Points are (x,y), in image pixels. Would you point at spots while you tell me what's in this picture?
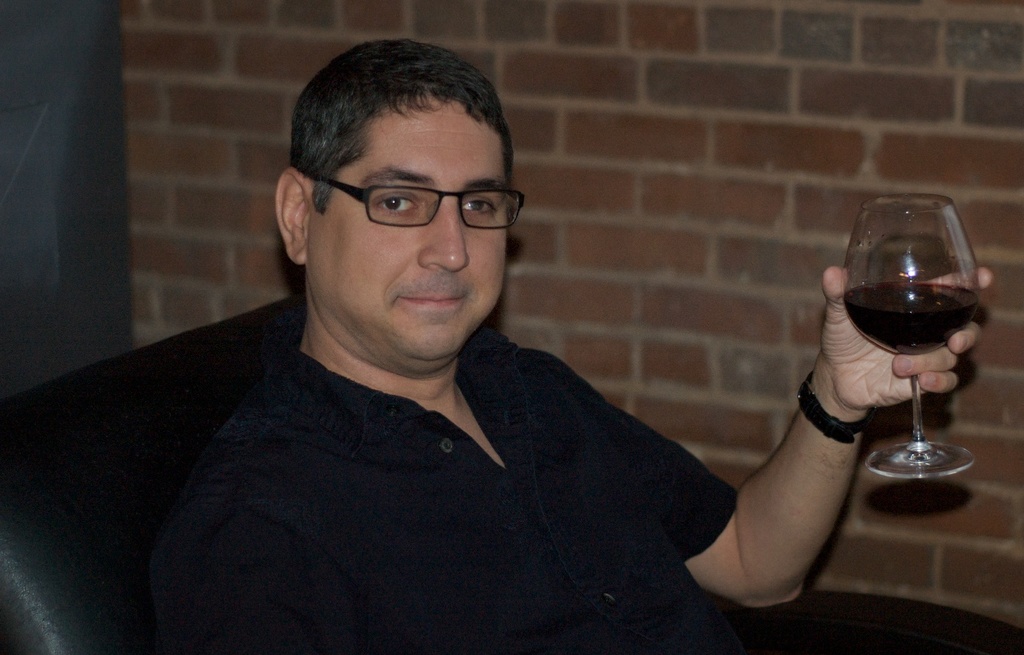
In this Image I see a man (527,615) who is sitting on chair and he is holding a glass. In the background (813,189) I see the wall (946,583).
